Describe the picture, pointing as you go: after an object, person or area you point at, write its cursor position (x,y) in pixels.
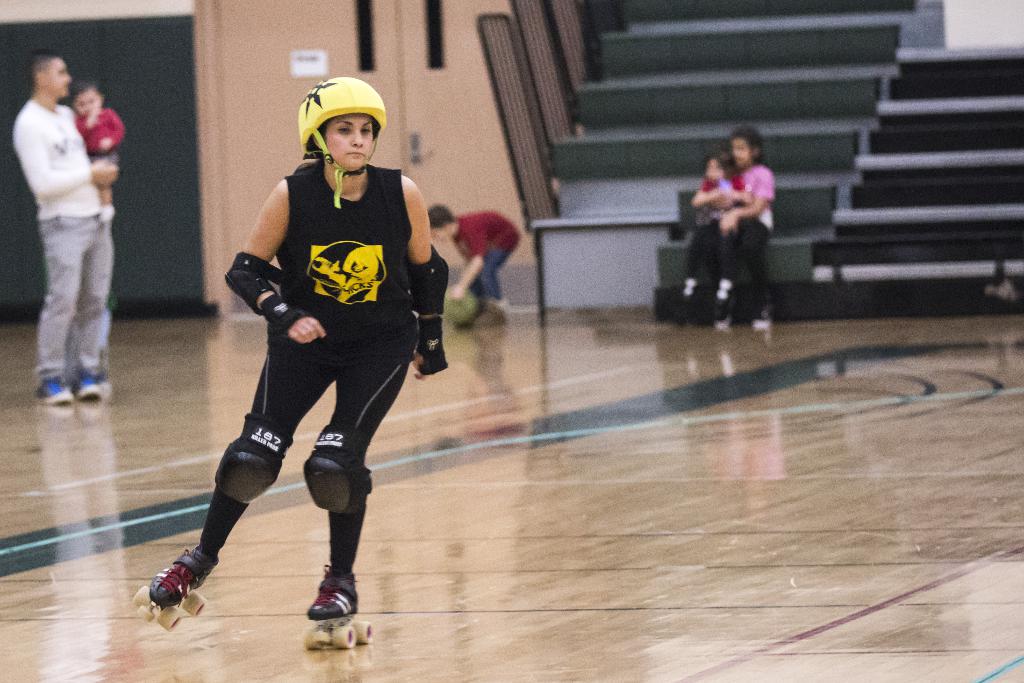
In this picture there is a woman (359,640) skating on the floor (246,604) with skating shoes (324,624) and wore helmet (317,116). We can see floor (567,481). In the background of the image (498,245) there are people (716,193) and we can see steps (852,197) and wall (120,75).
